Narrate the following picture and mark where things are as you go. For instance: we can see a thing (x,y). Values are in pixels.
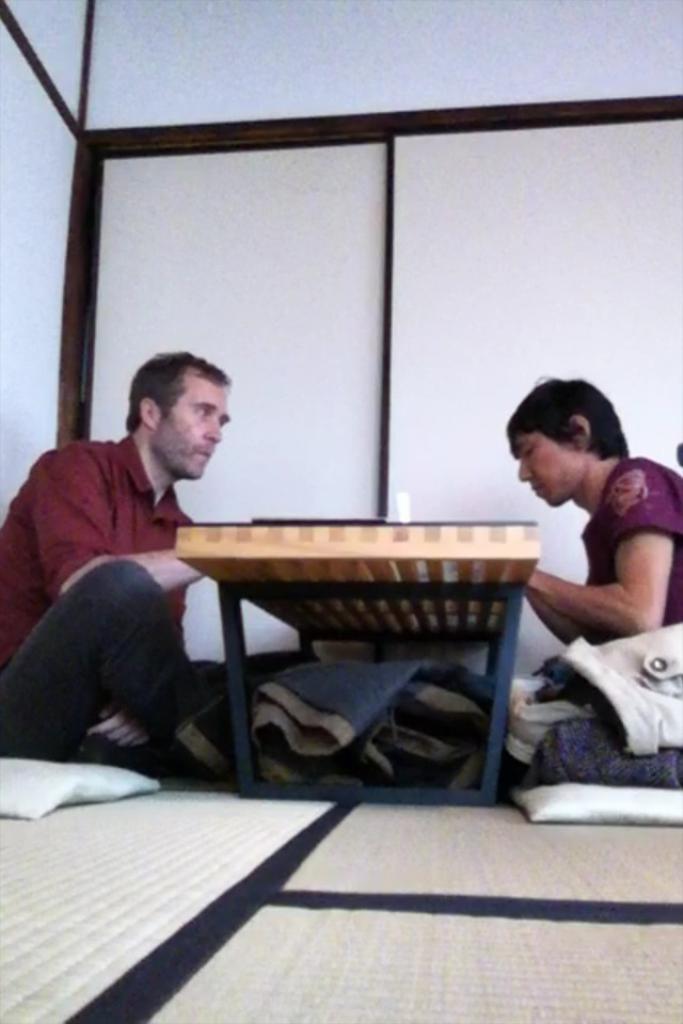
In picture describe about the inner view of the room (611,992) in which two persons (84,459) are sitting down, Left side sitting man (62,514) wearing red color t-shirt (94,537) and a wooden iron table (266,600) between them. On the right side (642,525) another man (638,514) with purple color t-shirt (630,510), Behind we can see wardrobe doors (332,275).
